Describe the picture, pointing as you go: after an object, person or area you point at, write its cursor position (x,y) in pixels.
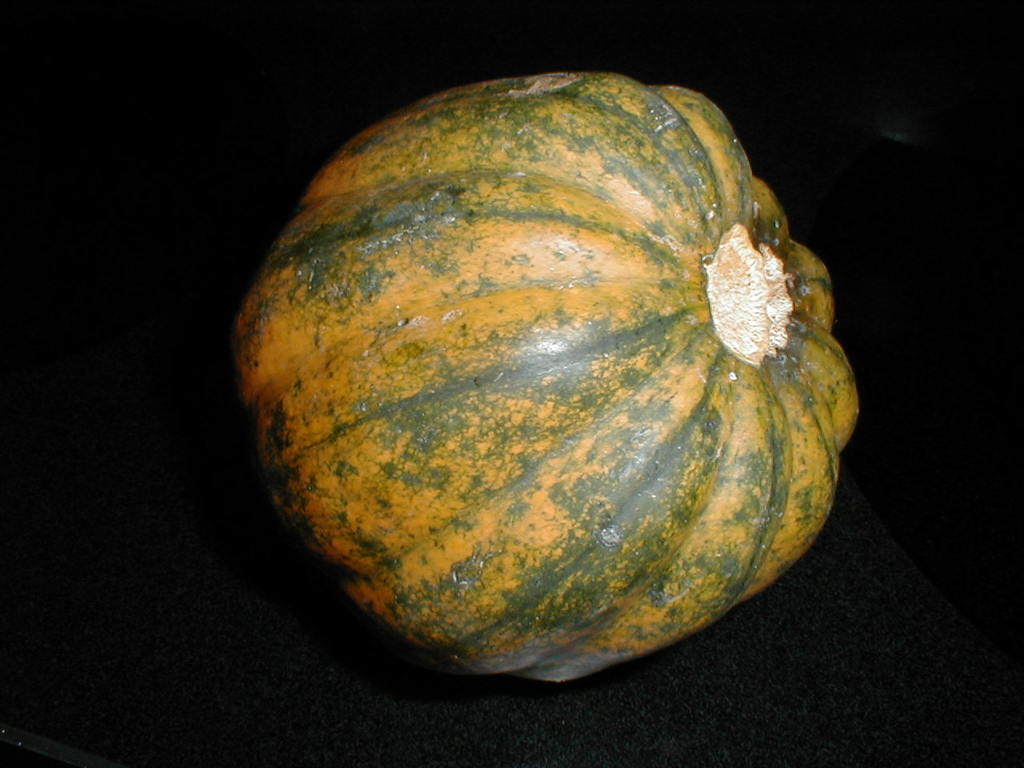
In the picture we can see a pumpkin (487,526) which is yellow in color and some green lines (639,509) which are shaded on it.
